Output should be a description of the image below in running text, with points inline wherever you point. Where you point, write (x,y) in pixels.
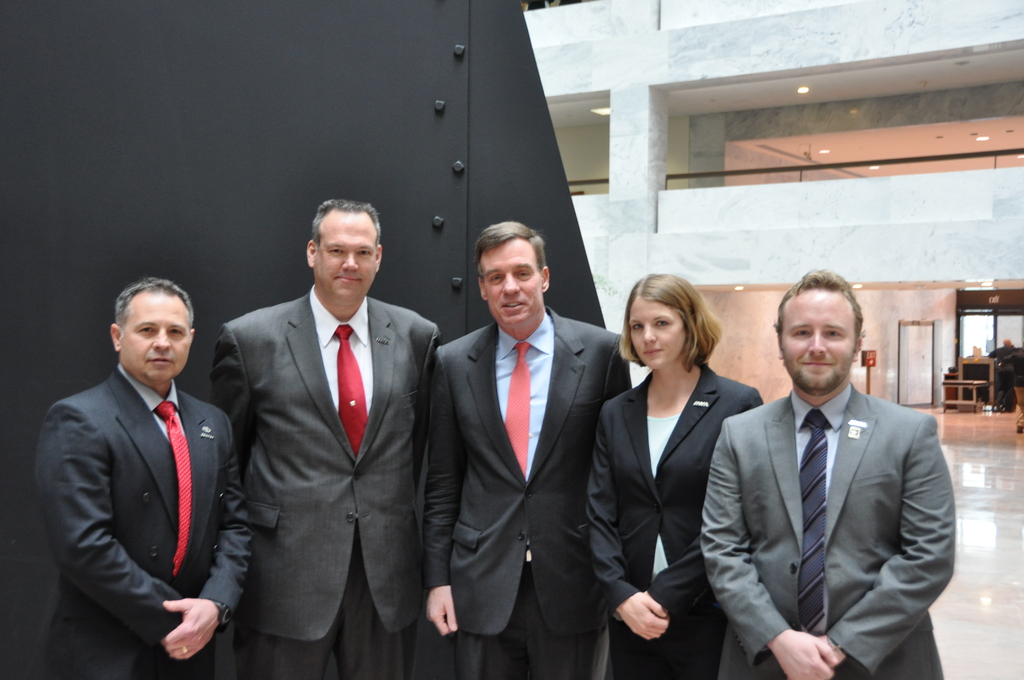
In this image there are group of people (522,527) standing in the middle (596,445). In the background (763,184) it seems like a building (770,263). On the right side (902,342) there is a door (902,342) in the background (913,361). Beside the door (923,368) it looks like a trolley (970,382). On the left side (109,178) there is a black color wall (242,176) on which there are bolts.
